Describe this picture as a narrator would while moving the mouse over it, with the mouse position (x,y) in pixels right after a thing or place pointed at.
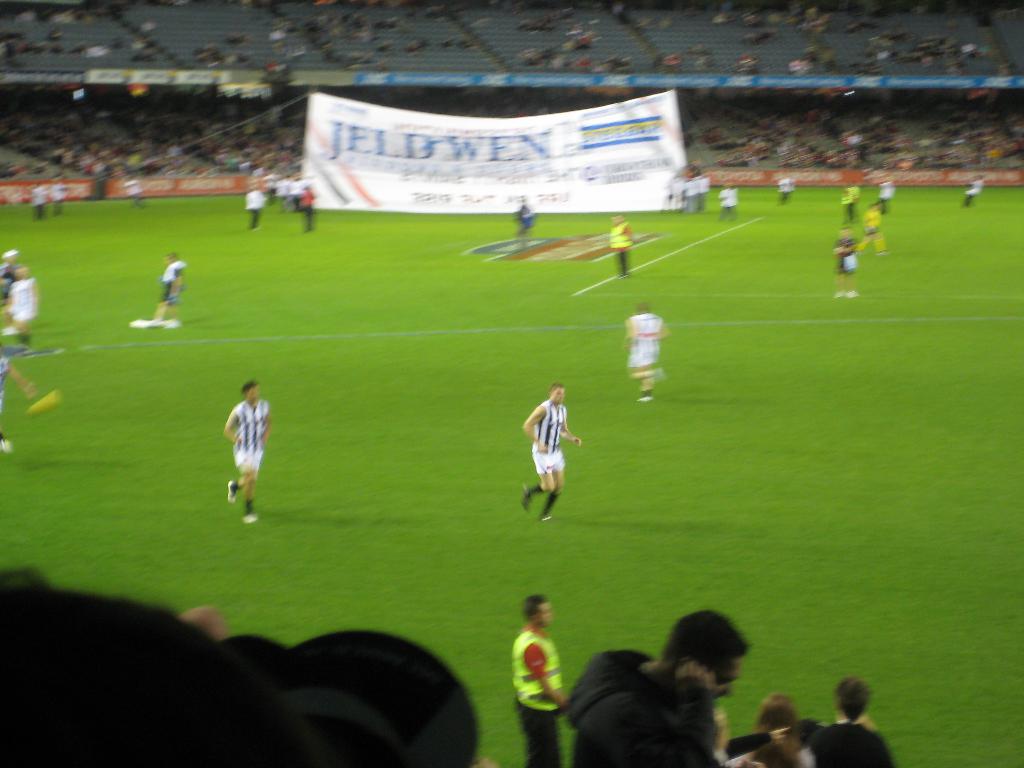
In this image there is a ground (569,391) on which there are so many players (659,332). In the middle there are few people (312,192) who are holding the banner (500,168). In the background (232,23) there is a stadium (153,41). In the stadium (175,35) there are so many people (307,42) sitting in the chairs (747,27). On the ground (796,548) there is grass (759,578). At the bottom (525,672) there is a security officer (524,696) standing on the ground (507,618). At the bottom (859,705) there are so many spectators (612,729).
